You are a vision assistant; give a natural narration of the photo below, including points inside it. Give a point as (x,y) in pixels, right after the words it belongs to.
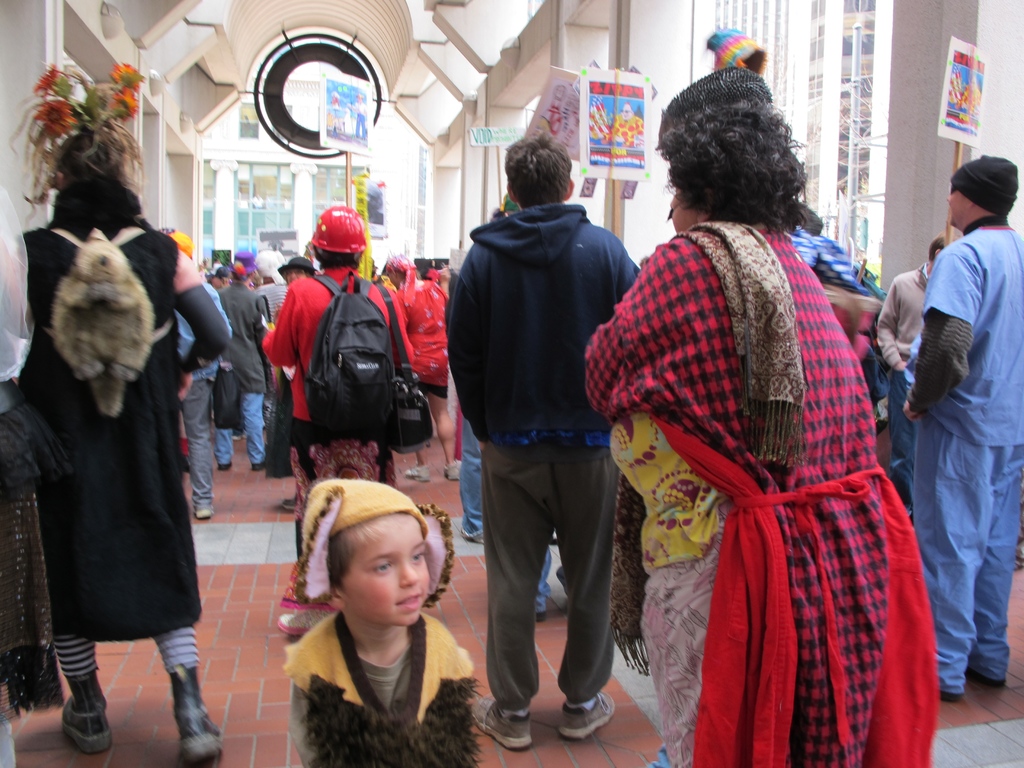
In this picture I see number of people (487,307) in front (532,299) who are on the path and I see few of them are holding boards (591,149) in their hands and in the background (339,14) I see the buildings (465,137).
